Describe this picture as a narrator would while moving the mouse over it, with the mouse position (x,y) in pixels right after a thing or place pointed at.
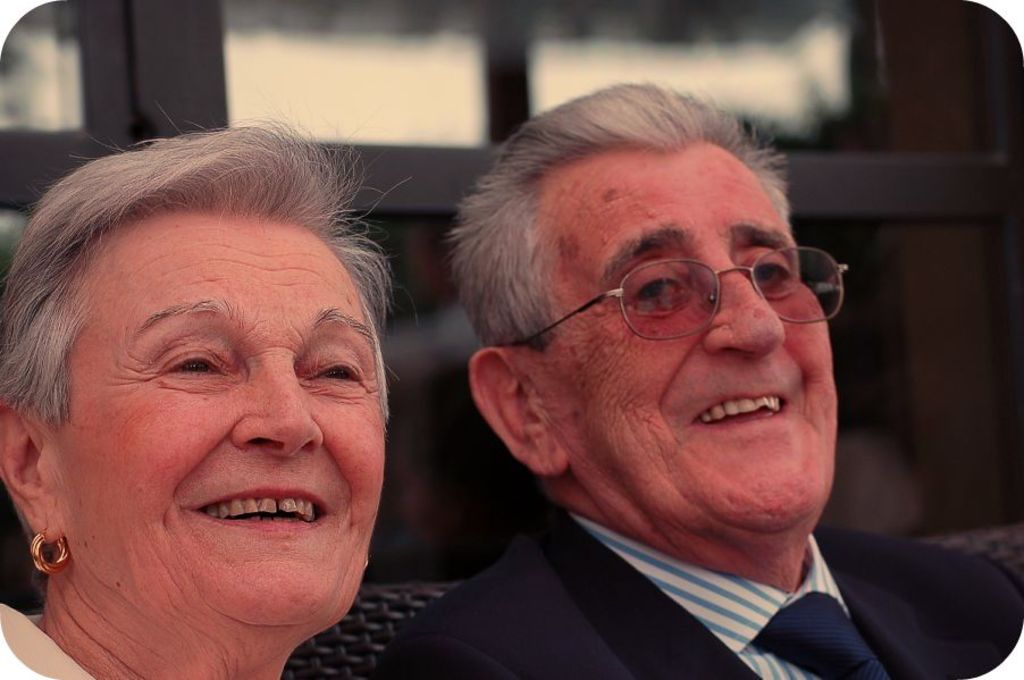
In this image I can see two persons (586,395). The person (811,557) at right (934,607) is wearing blue blazer (907,600) and white color shirt (732,580). In the background (471,419) I can see few glass windows (854,230).
